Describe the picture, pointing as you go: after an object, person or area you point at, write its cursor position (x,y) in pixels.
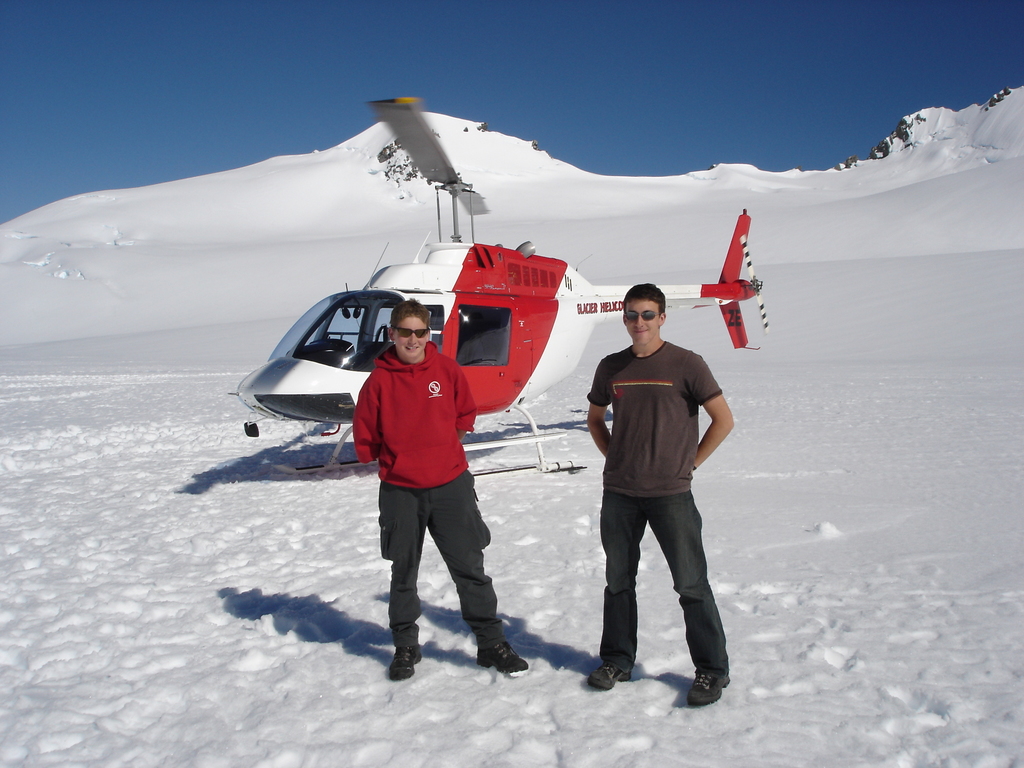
In this image I can see at the bottom (619,564) two persons (415,396) are standing, in the middle (474,382) there is a helicopter (487,379) on the snow (478,464). At the back side (979,117) there is the hill (564,171), at the top (599,69) it is the sky (581,58).
